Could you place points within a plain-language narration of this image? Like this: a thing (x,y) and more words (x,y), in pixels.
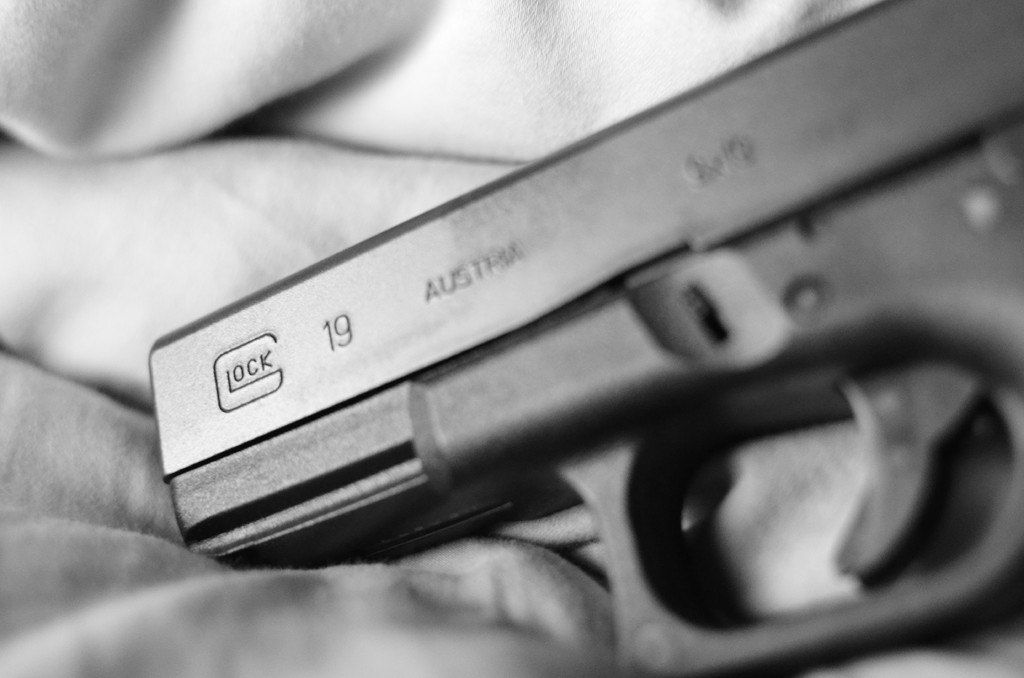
In this picture there is a pistol (426,230) in the center of the image (432,357).
